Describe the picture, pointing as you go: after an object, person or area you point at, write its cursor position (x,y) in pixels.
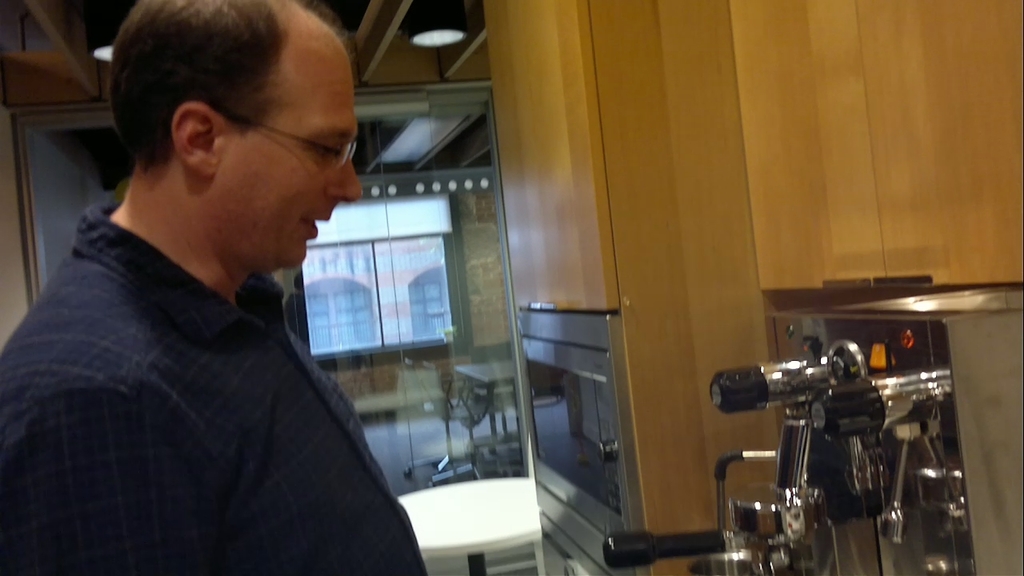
In this image we can see a man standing in front of a machine (655,535). We can also see an oven (611,492) and a wooden wall (648,494). We can also see some tables (476,512) and chairs (468,430) on the floor (463,444), a window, wall (385,364) and some ceiling lights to a roof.
